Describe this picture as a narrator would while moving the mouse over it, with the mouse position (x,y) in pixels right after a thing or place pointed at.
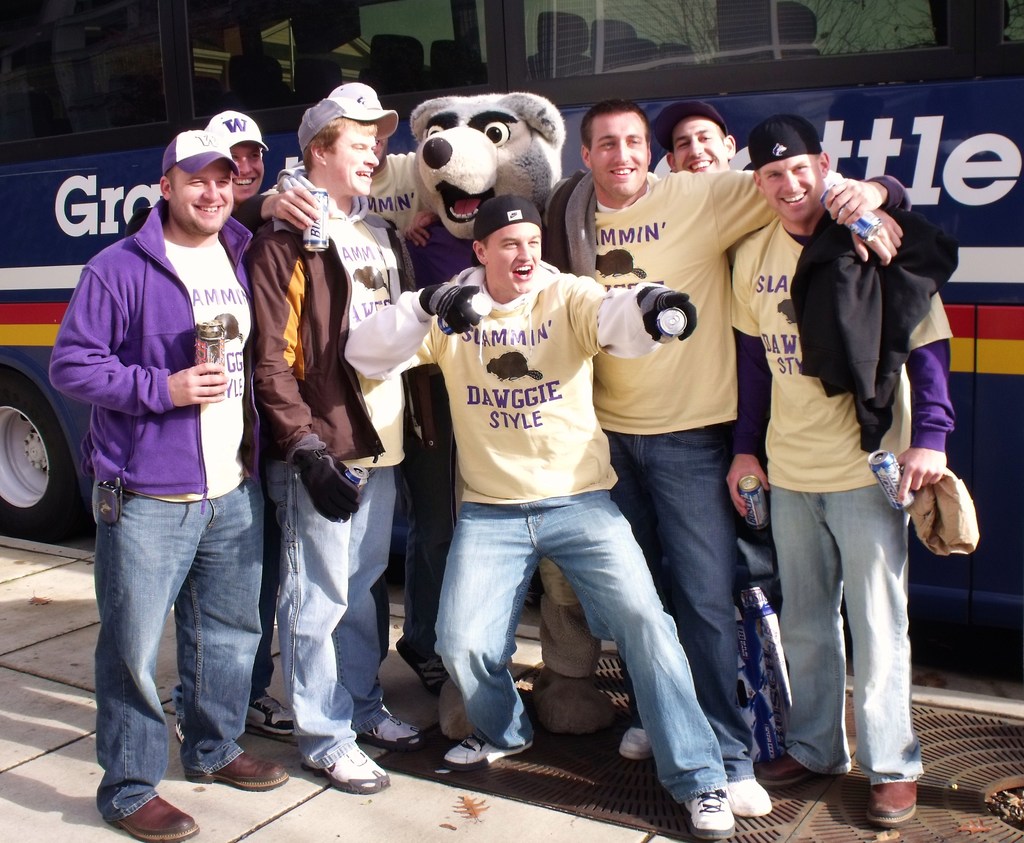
In this image we can see men (524,442) standing on the floor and holding beverage bottles (223,334) in their hands (288,220). In the background (496,166) we can see a person (510,180) dressed in costume (478,203) and a motor vehicle (375,64).
